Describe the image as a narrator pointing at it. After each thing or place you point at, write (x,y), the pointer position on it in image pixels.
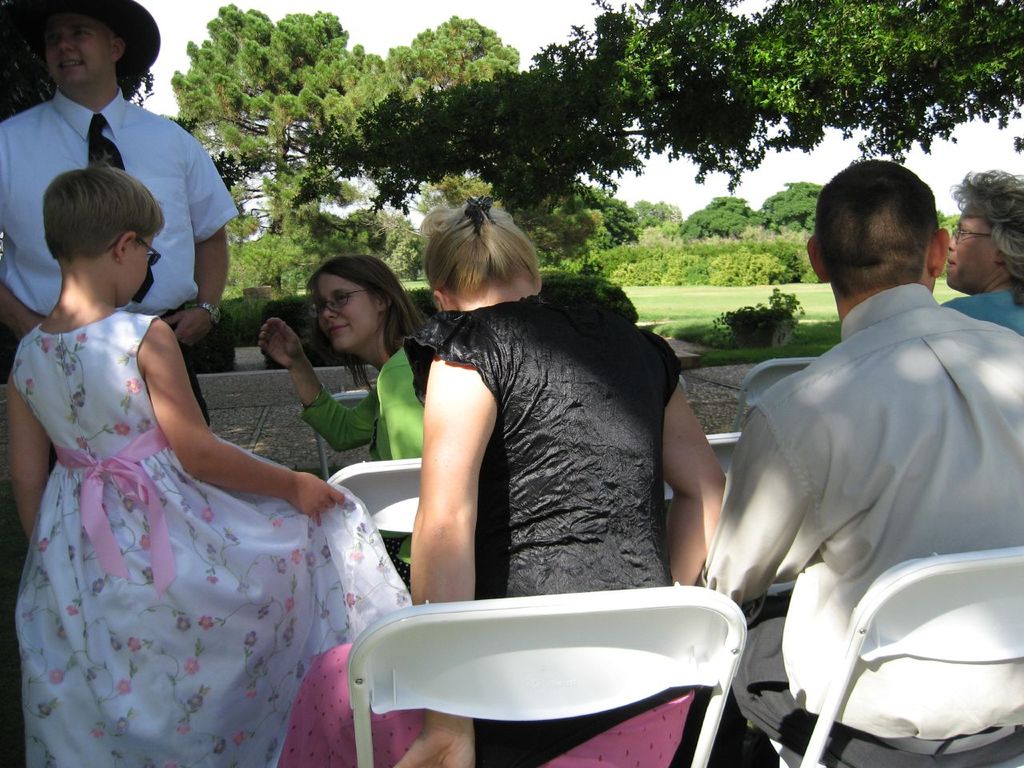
Four people (414,399) are sitting in chairs (946,652). A man (178,153) and a girl (80,306) are standing beside them. There are some trees (488,131) in the background (488,131).
